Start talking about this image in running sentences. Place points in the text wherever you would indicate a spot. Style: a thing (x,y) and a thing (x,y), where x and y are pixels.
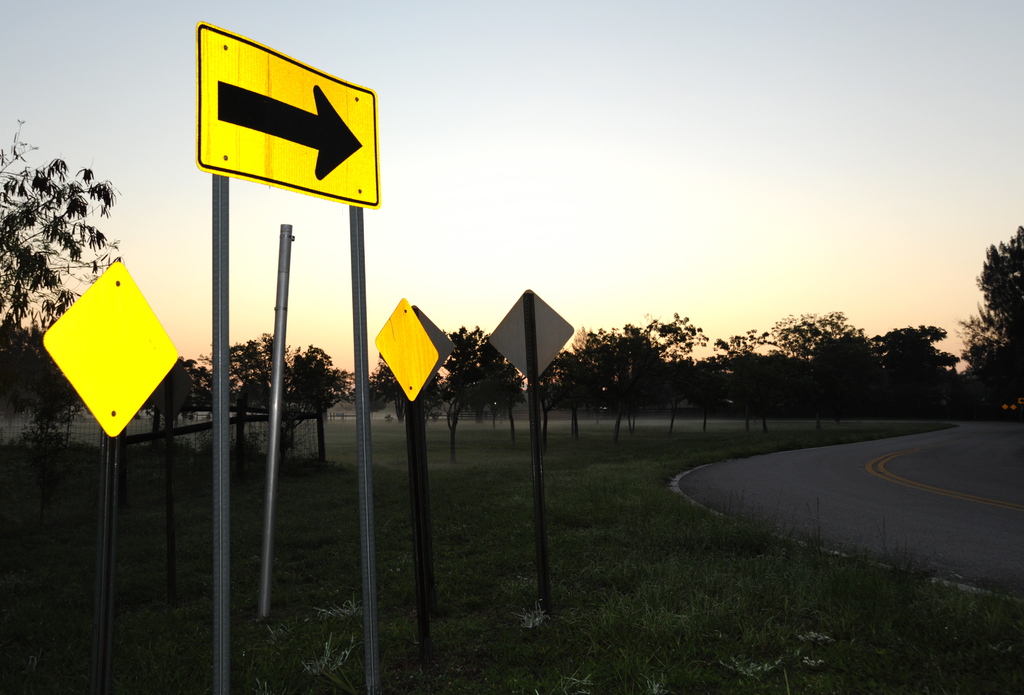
In this image there are few sign boards (141,354) on the surface of the grass (559,623), there is a road (927,450), trees (772,391) and the sky (563,180).
